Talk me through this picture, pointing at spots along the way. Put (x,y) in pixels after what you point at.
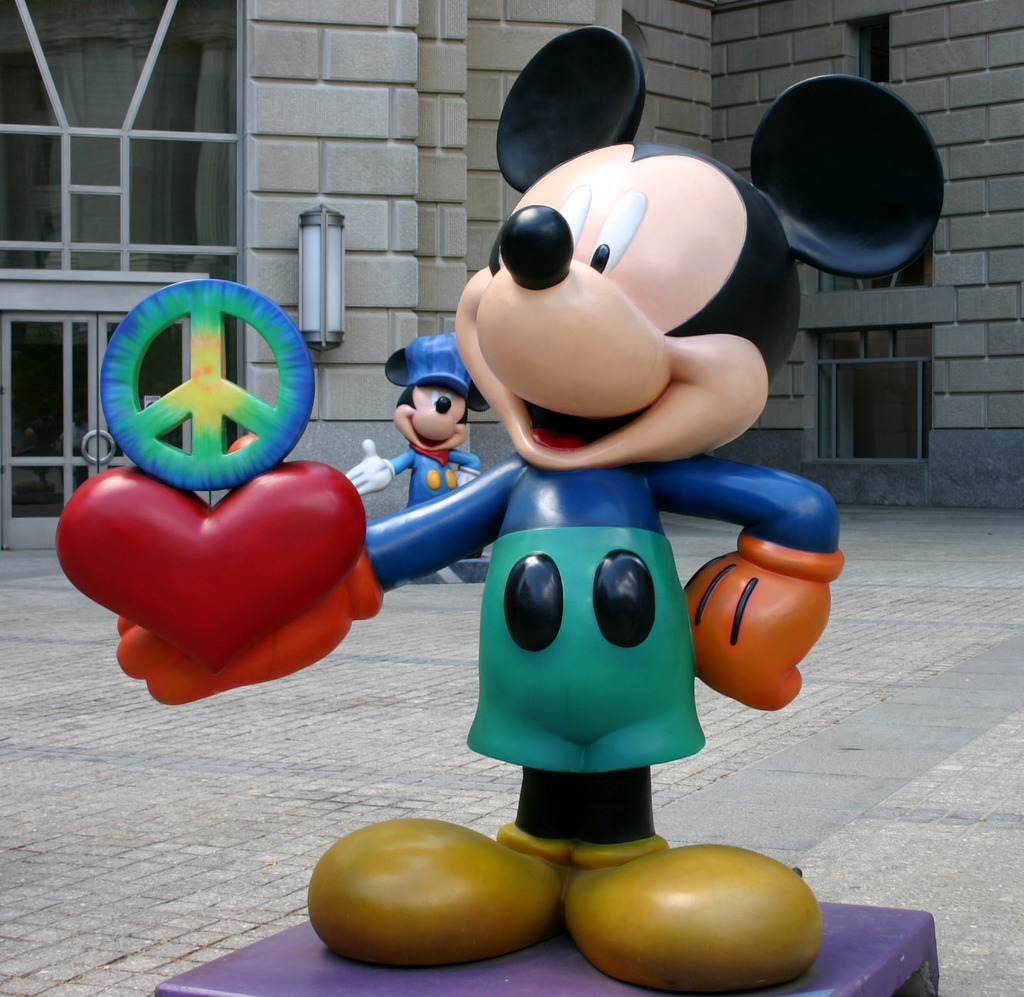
This picture is clicked outside. In the foreground (554,639) we can see the statue (511,310) of a mickey mouse (644,446) holding some objects (262,513) and standing and we can see the building (490,78) and we can see the door (88,320), windows (903,369) and the wall (403,26) of the building (401,49) and we can see an object (338,231) attached to the wall (347,241) of a building (409,283) and we can see another statue (436,444) of a mickey mouse (447,401) in the background (432,465).
